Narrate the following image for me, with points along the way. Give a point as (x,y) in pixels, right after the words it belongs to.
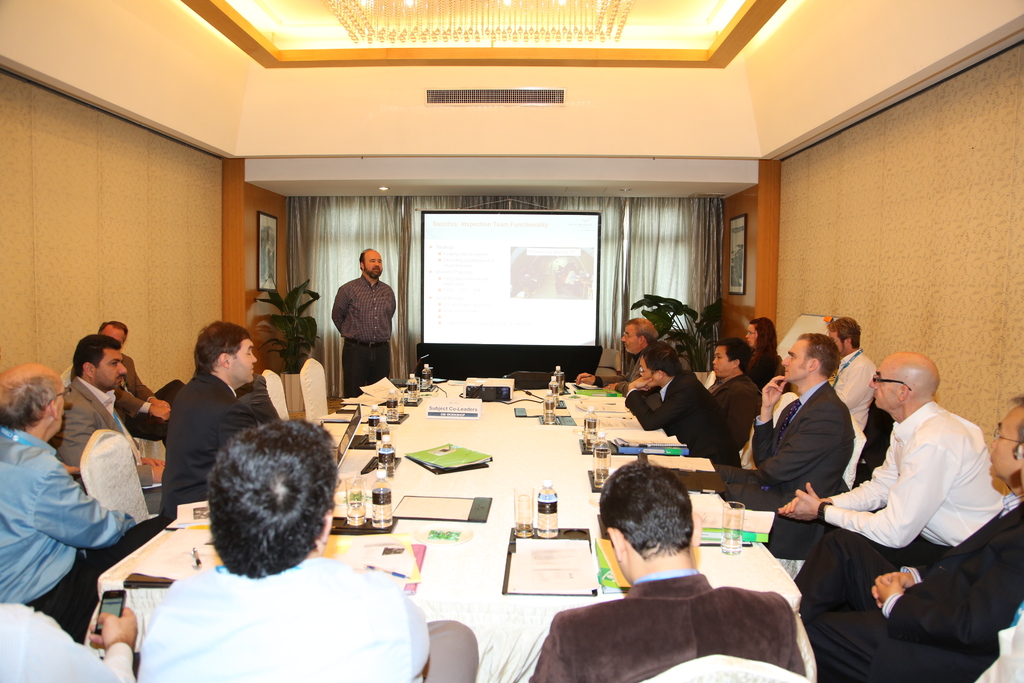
This image is taken inside a room (906,233). There are many people (134,658) in this room (618,361). In the middle of the image (369,356) a man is standing and there is a table (542,427) and on that table (420,450) there were many things (482,454). At the background (25,227) there is a wall (963,172) and a screen (512,281) with text (484,287) on it and a curtains (616,274) and there is a plant (287,335) in a pot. At the top of the image (765,70) there is a ceiling (488,52) with lights (551,39).
